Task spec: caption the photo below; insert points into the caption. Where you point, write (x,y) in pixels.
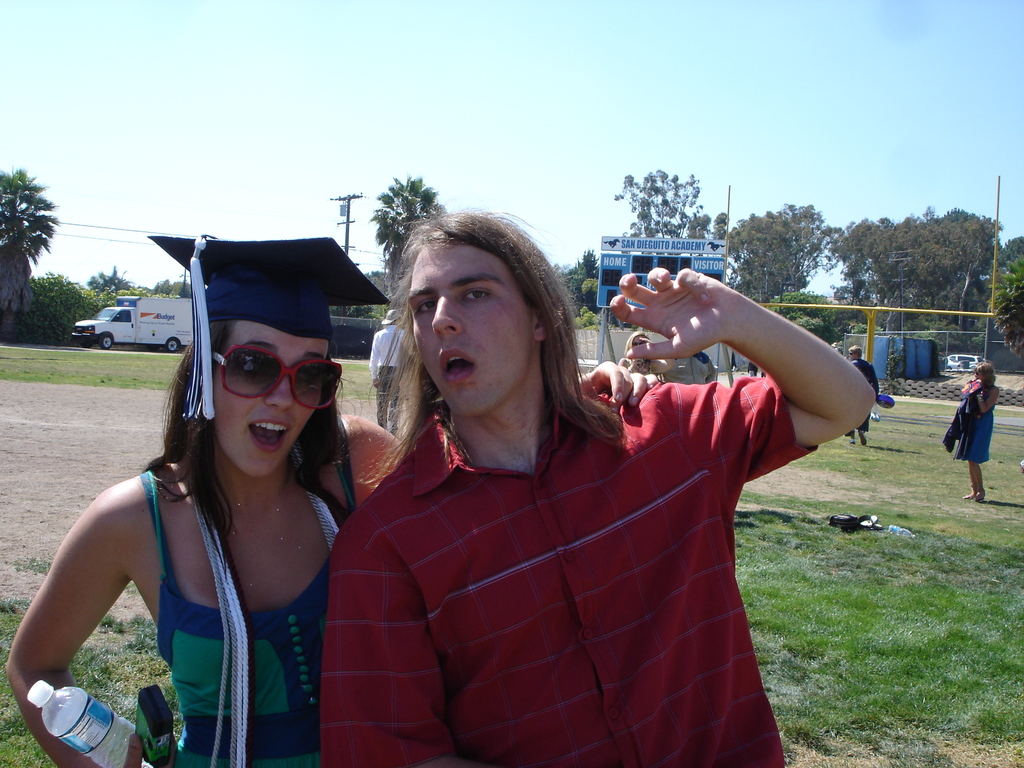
In this image there is a couple (442,563) in the middle (490,475). There is a woman (180,544) on the left side (195,577) who is holding the bottle (76,697) and purse (161,694). In the background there are few people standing on the ground (933,538). On the left side (95,341) there is a truck (114,330) on the road (89,347). In the background (653,243) there is a scoreboard (641,246) on the ground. Behind that there are trees (637,199) and poles (601,325). At the bottom (948,519) there is grass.
